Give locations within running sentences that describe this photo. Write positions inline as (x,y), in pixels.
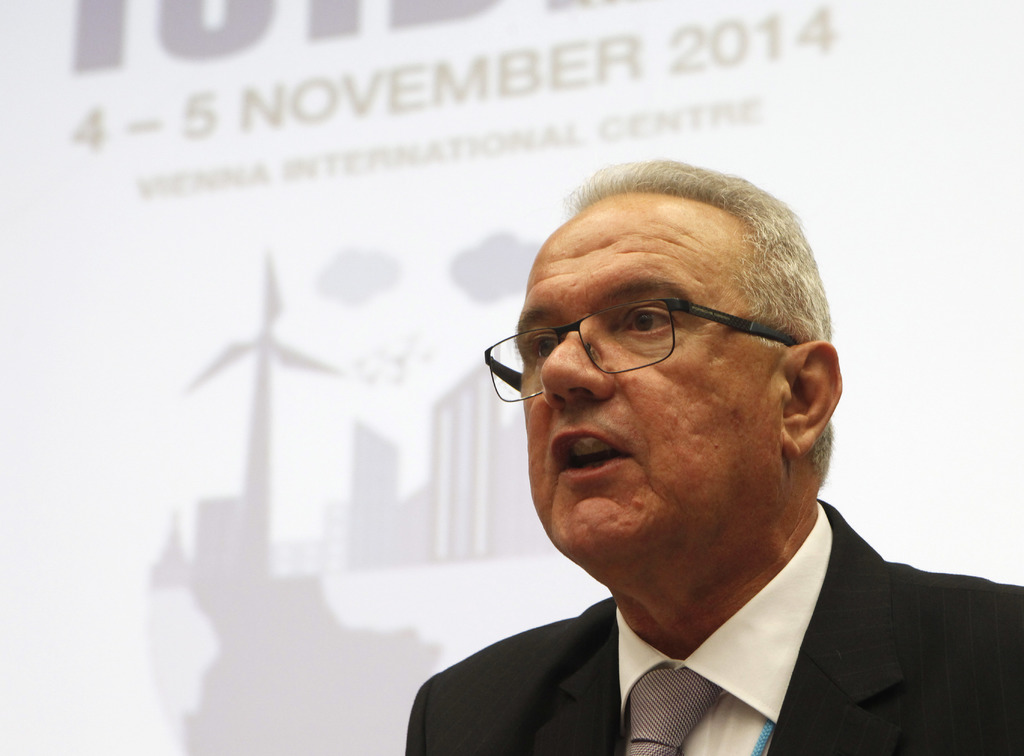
In this image, we can see a person (617,351) wearing spectacles (603,324). In the background (120,458), we can see a poster (272,130) with some text (182,24) and images (274,628).
